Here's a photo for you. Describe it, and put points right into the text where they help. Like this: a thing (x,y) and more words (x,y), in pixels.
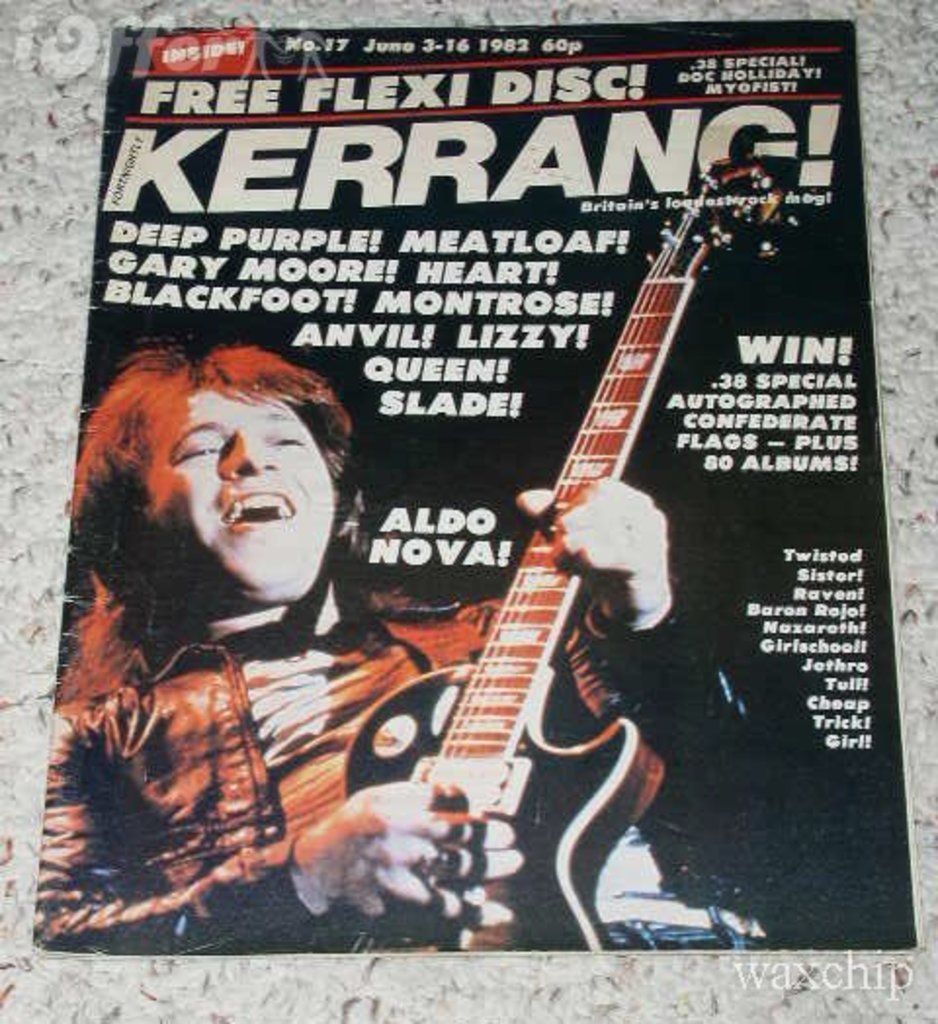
In this image I can see the magazine (396,409). The person (494,841) is holding guitar (480,862) and something is written on it. Magazine (426,736) is on the grey surface (44,381).
